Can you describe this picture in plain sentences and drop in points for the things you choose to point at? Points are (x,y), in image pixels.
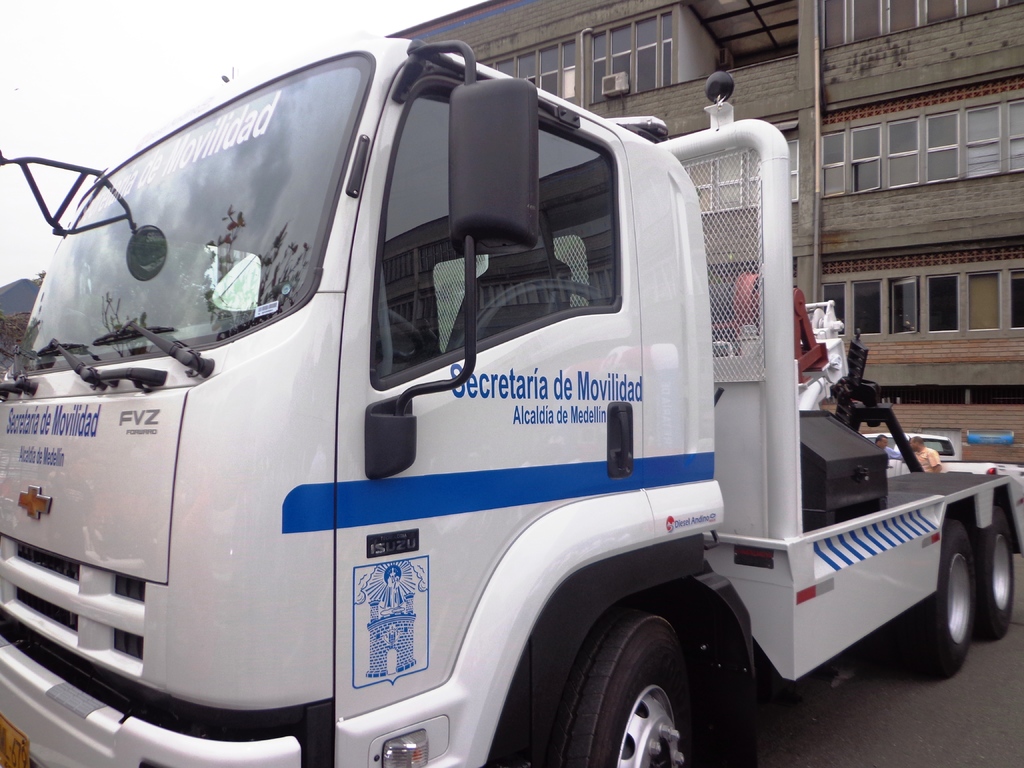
This picture contains a white color vehicle (483,388) with some text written on it. Behind the vehicle (870,497), we see two men (929,468) standing beside the white car (899,466) and behind that, we see a building (854,191) in light brown color. At the top of the picture (207,51), we see the sky (105,83). This picture is clicked in the city (899,457).
